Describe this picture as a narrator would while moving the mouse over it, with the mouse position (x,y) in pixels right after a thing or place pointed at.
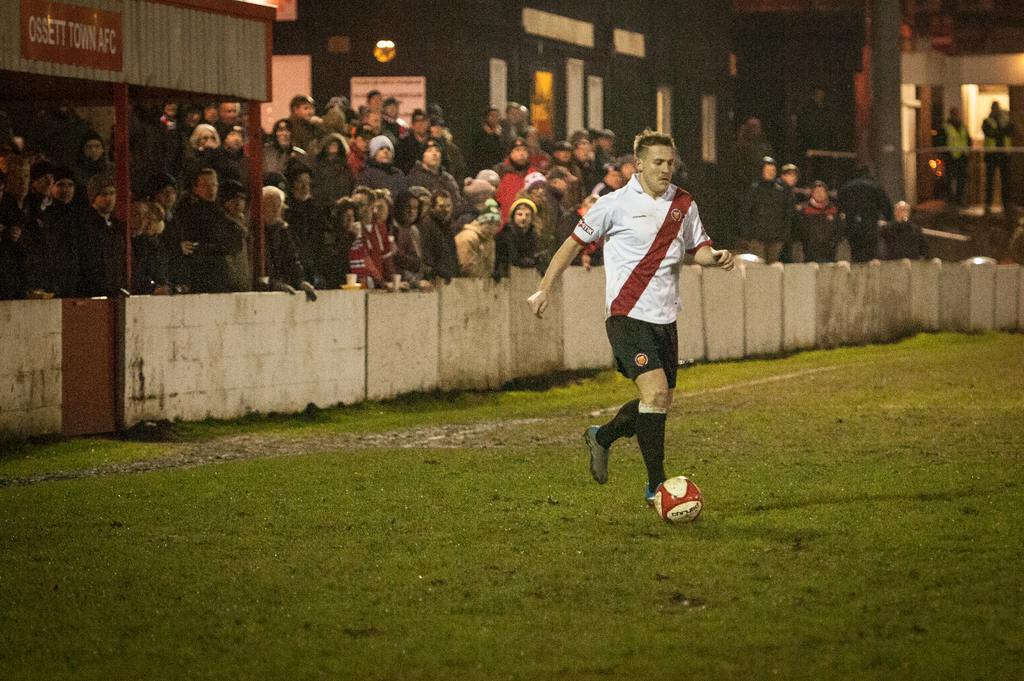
In this picture we can see crowd of people (282,191) looking at a person (629,287) hitting ball (681,496) on ground (454,475) and in background (480,88) we can see building (512,41) with windows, pillar (890,135), fence (410,328).
